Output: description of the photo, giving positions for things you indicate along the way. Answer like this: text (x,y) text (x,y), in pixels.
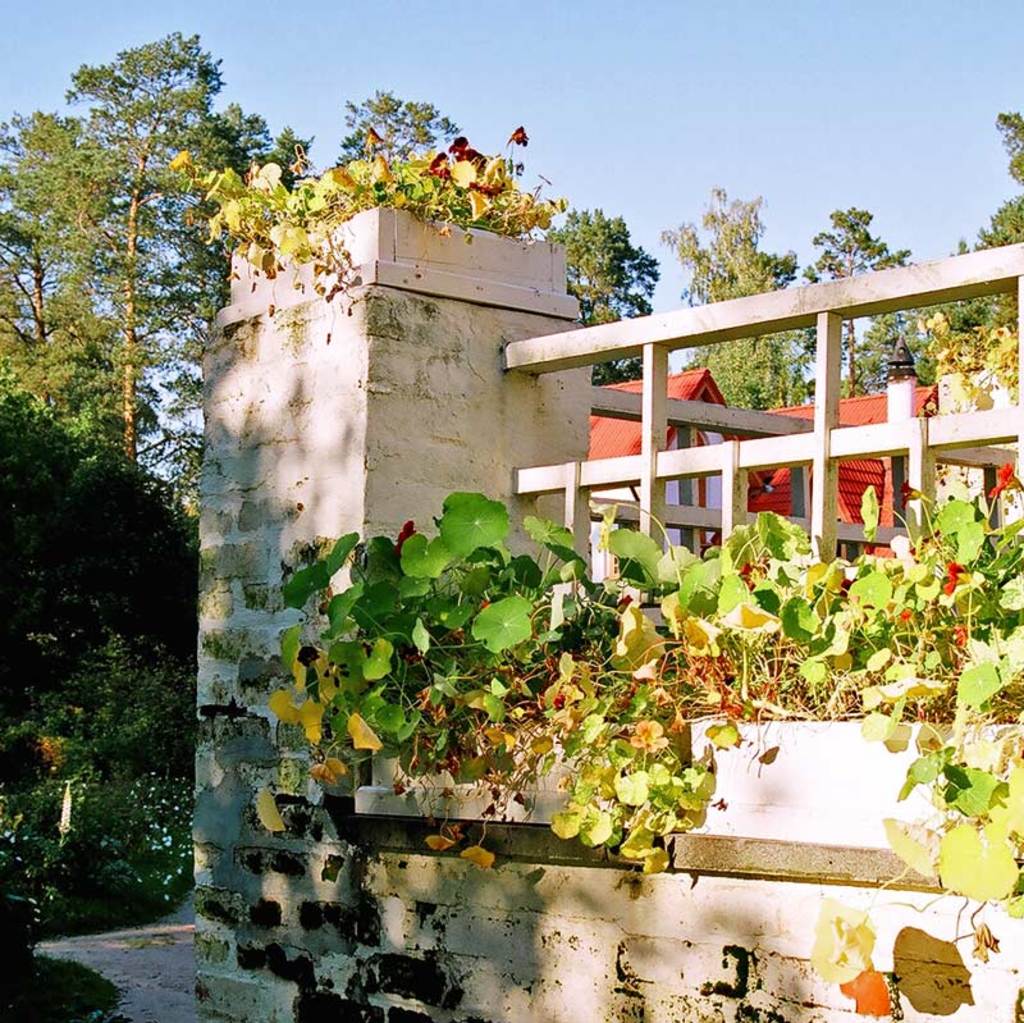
In this image we can see a few houses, there are some trees (111,644), plants (446,695), flowers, grille (738,519) and creepers (781,591), in the background (676,111) we can see the sky (667,109).
